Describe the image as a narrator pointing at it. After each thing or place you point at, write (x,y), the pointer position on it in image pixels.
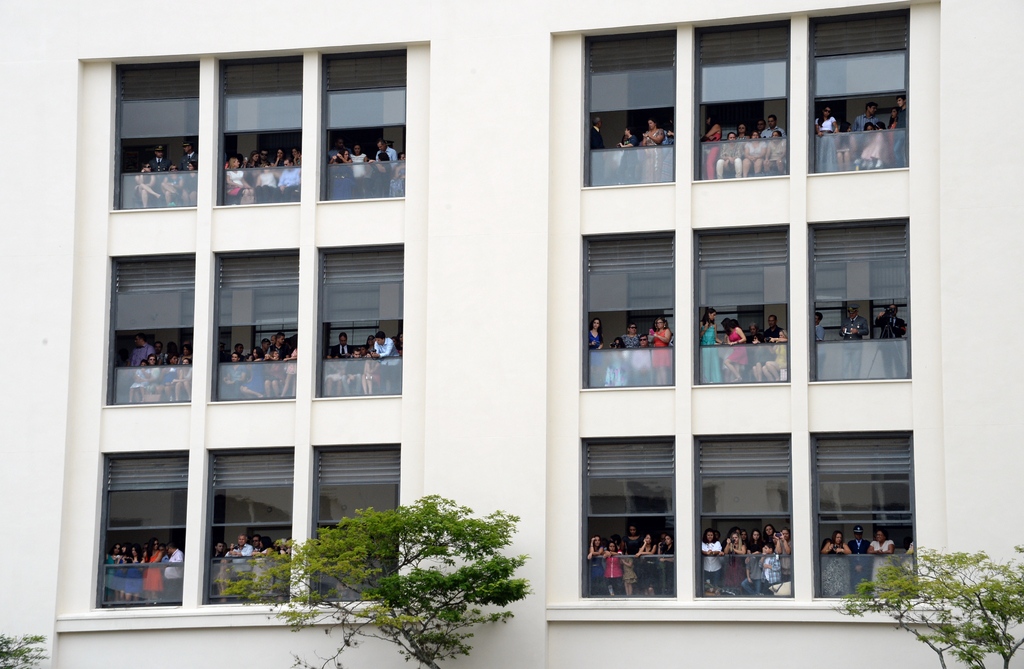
In this image I can see few trees (255,586) in green color. In the background (839,518) I can see the building (466,255) in cream color and I can see many people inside the building (139,273), some are sitting and some are standing.
